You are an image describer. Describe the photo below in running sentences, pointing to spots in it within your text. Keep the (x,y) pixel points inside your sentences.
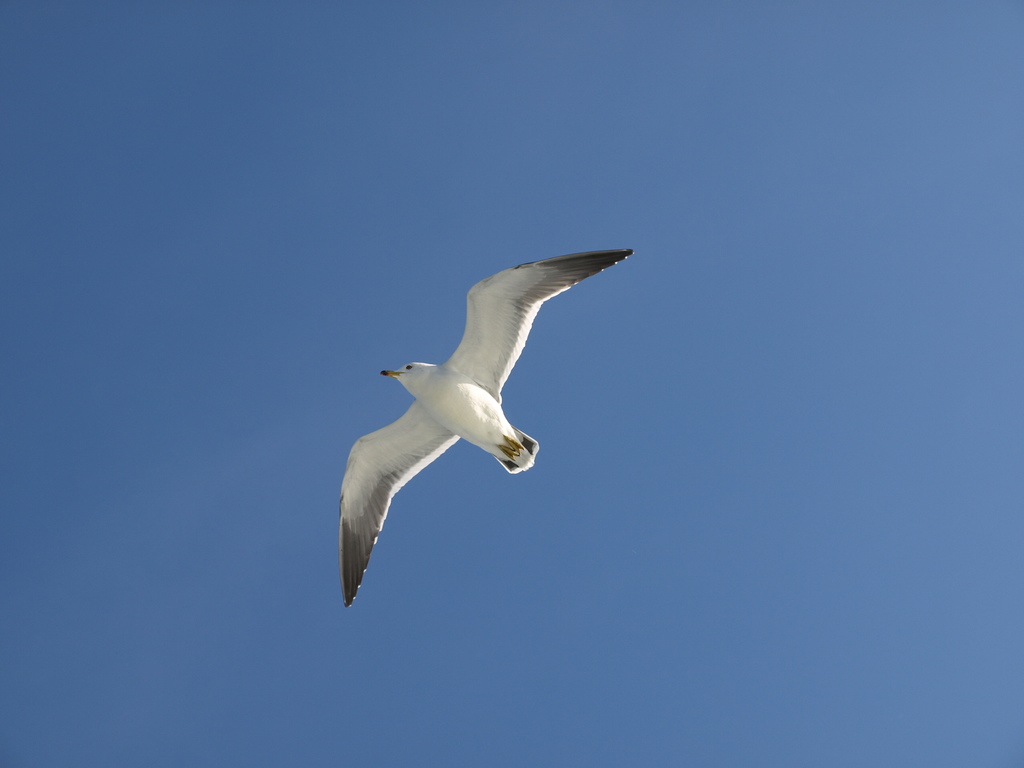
In the foreground of this image (400,425), there is a bird (461,390) flying in the air (386,157) and in the background (386,157), there is the sky (361,155).
